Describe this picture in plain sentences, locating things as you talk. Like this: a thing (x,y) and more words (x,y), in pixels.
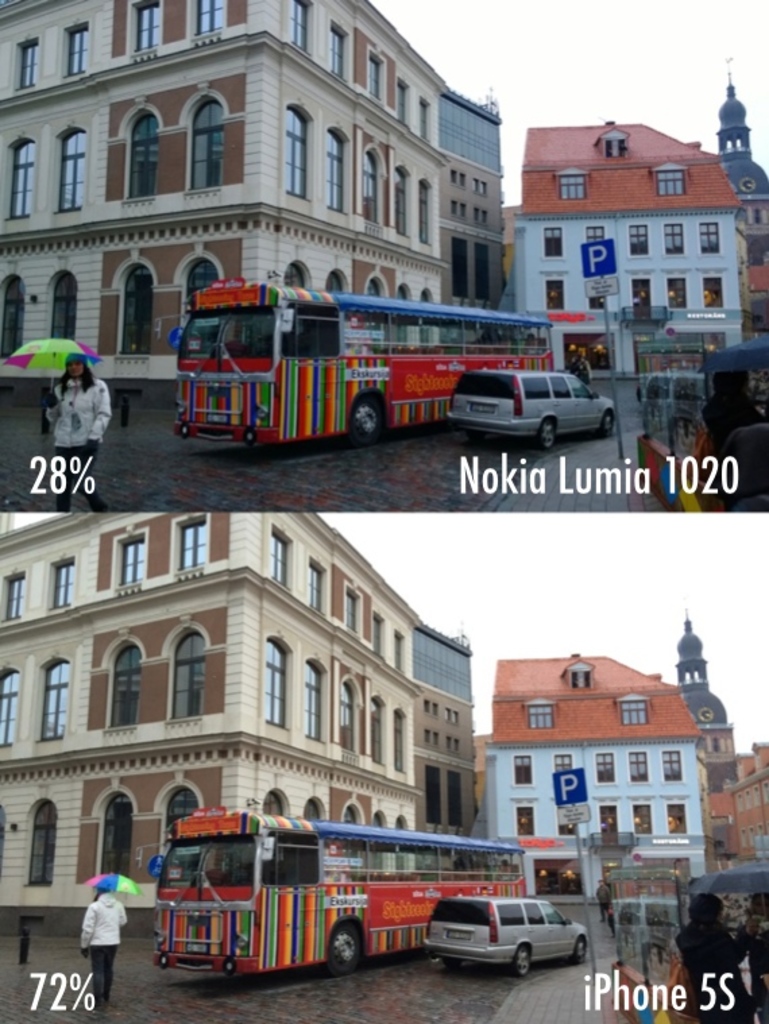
In this image we can see collage of same images. On the image there are buildings (299,737) with windows (374,751). Also there are vehicles (322,399) and few people (759,487). Some are holding umbrellas (108,887). In the background (656,602) there is sky (541,69).
